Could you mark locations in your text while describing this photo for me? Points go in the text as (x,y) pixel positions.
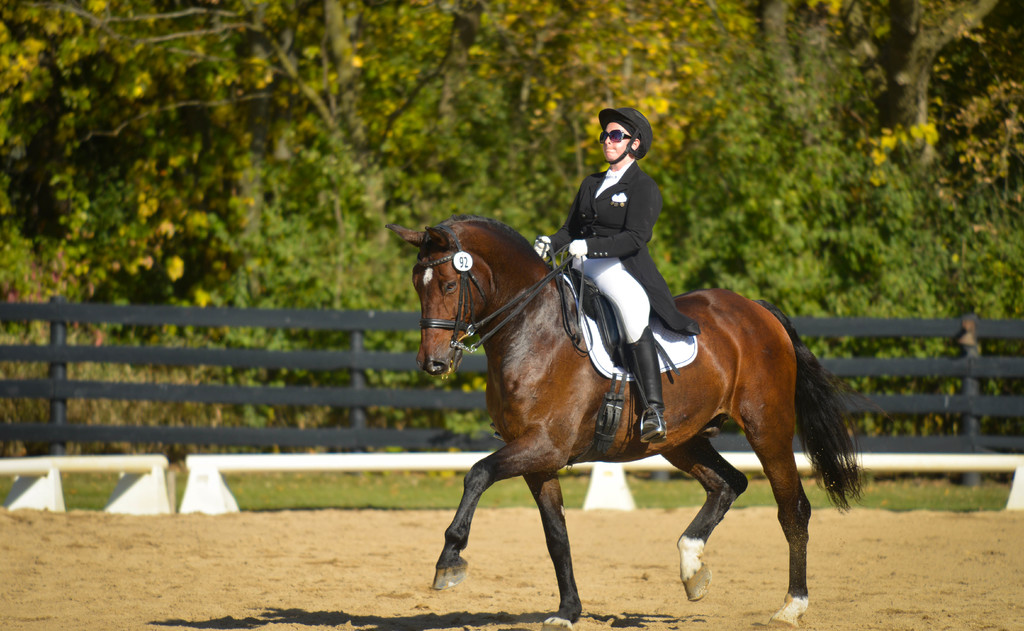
In the center (639,367) we can see one person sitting on the horse (595,417). In the background (214,109) there is a tree (242,148), fence (880,324) and grass (243,495).
